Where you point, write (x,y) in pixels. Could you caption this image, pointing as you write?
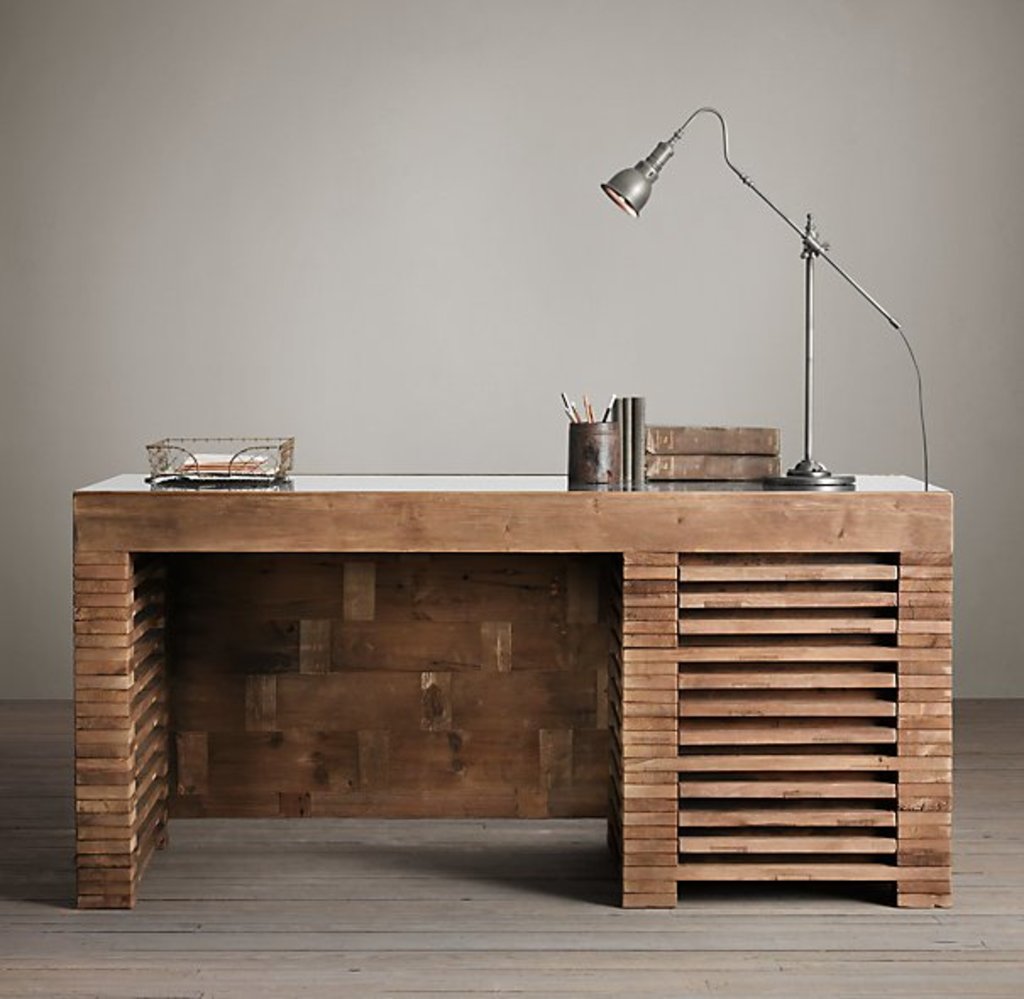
The picture consists of a desk (161,490), on the desk (485,476) there are books (721,458), lamp (610,191), cable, cup (591,440), pens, letters (219,462) and other objects (154,462). At the bottom (181,931) it is floor (269,919). In the background (363,197) it is wall (772,275).
